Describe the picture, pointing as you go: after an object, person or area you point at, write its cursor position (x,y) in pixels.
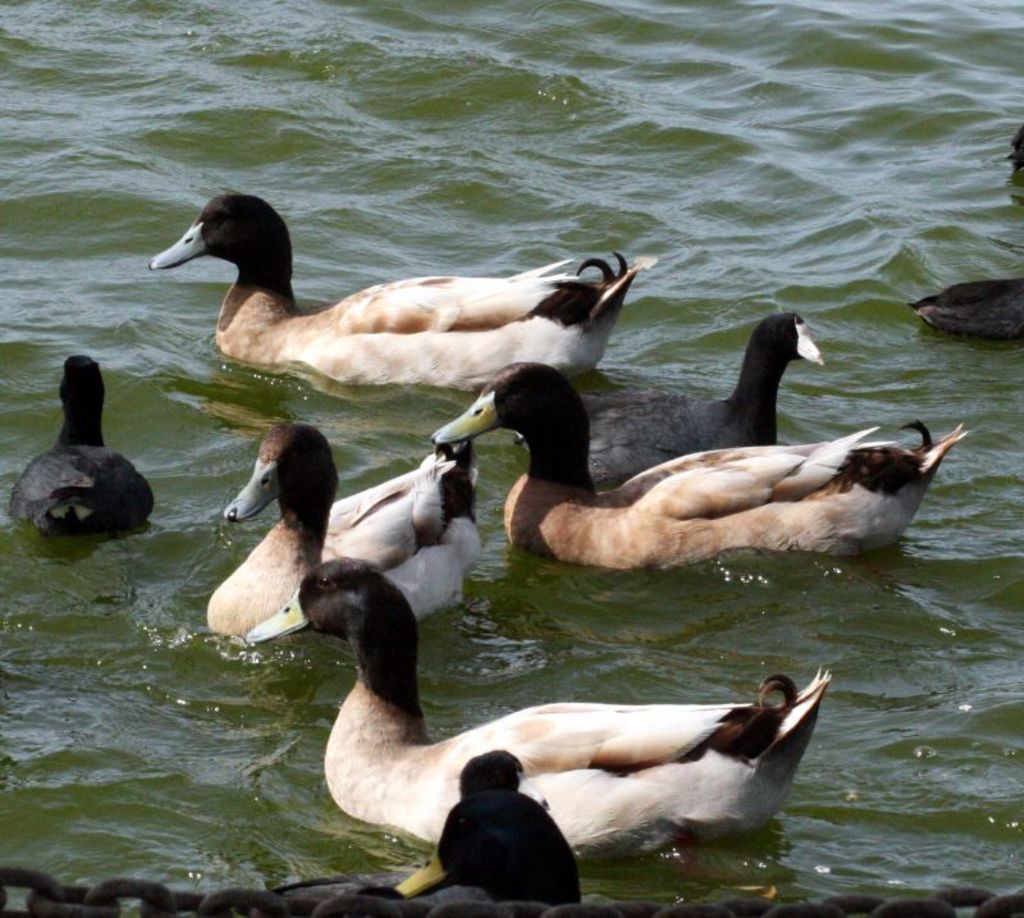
In this picture there are ducks (576,409) in the center of the image (531,528) in the water (954,615).
